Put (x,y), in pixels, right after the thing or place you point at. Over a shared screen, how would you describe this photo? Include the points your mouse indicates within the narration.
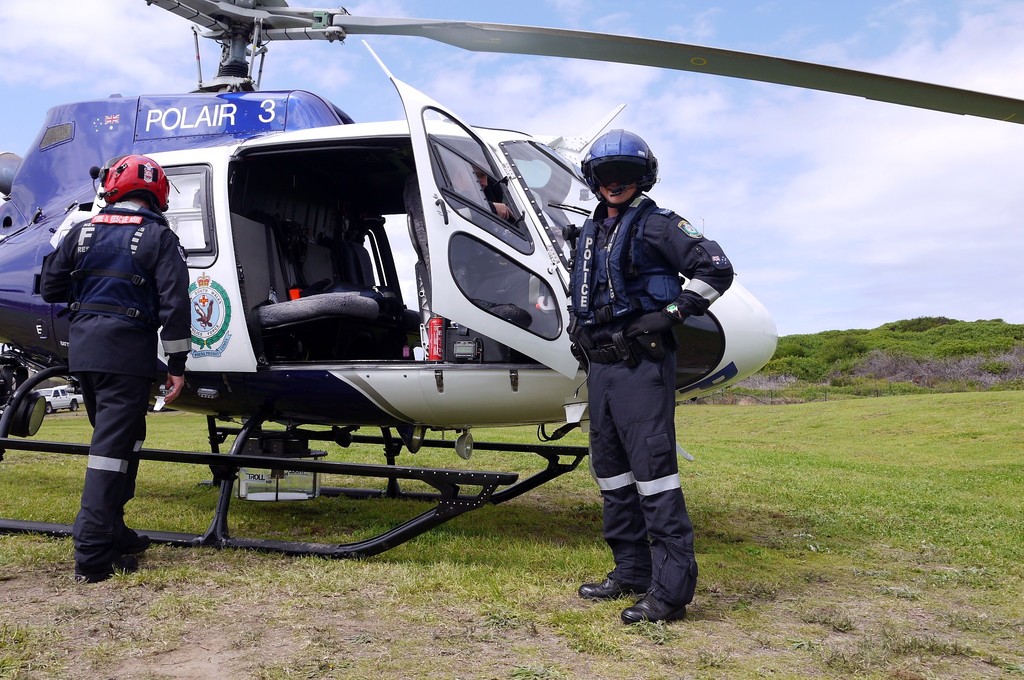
In this image I can see an aircraft (238,183). I can see two people (638,468) are standing and wearing helmets (132,171). I can see few trees (898,374), green grass (858,430) and the sky (831,176) is in blue and white color.
